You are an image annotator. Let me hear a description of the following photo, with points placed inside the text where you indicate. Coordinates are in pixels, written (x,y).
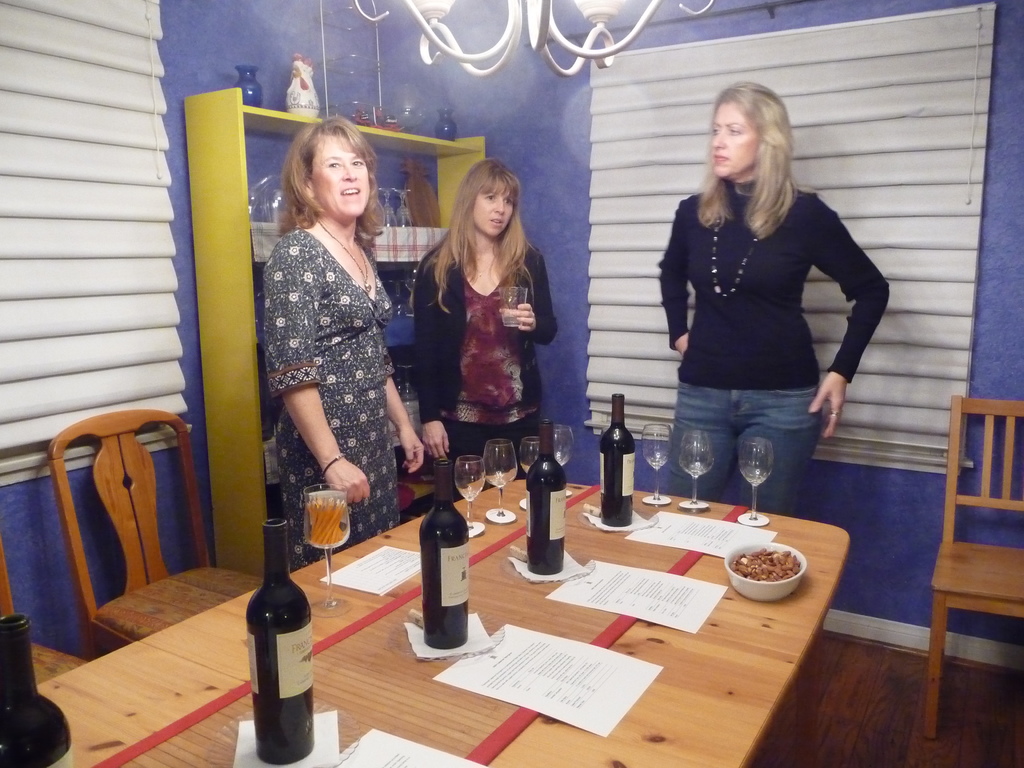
In this picture we can see three woman (509,185) standing and in front of them there is table (786,518) and on table (356,654) we can see bottles (626,444), glasses (495,469), bowl (760,589) with some food (738,558) in it, papers (660,532) and beside to them there are chairs (1009,495) and in background (445,166) we can see rack (236,166) with vases (252,78), wall (587,100).
